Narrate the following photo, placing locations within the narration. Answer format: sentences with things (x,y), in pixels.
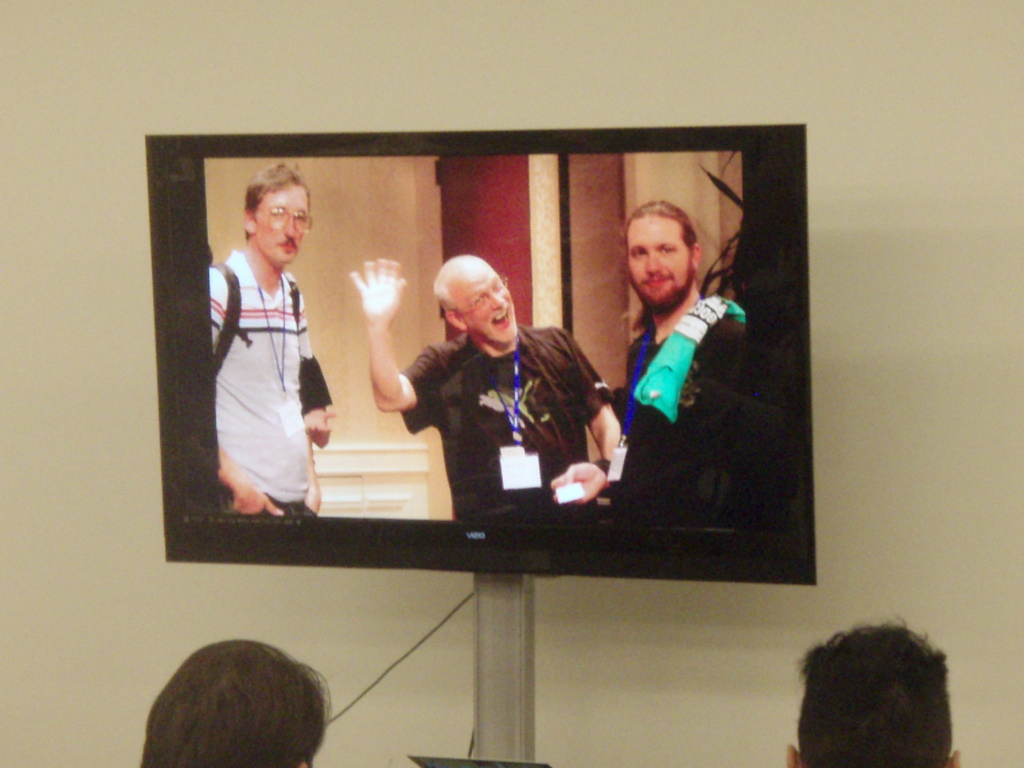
In this image I can see the heads (253,706) of two persons (264,716), a television screen (606,433) and in the television screen (504,333) I can see three persons (458,370) standing. In the background (983,420) I can see the cream colored wall (897,336).
